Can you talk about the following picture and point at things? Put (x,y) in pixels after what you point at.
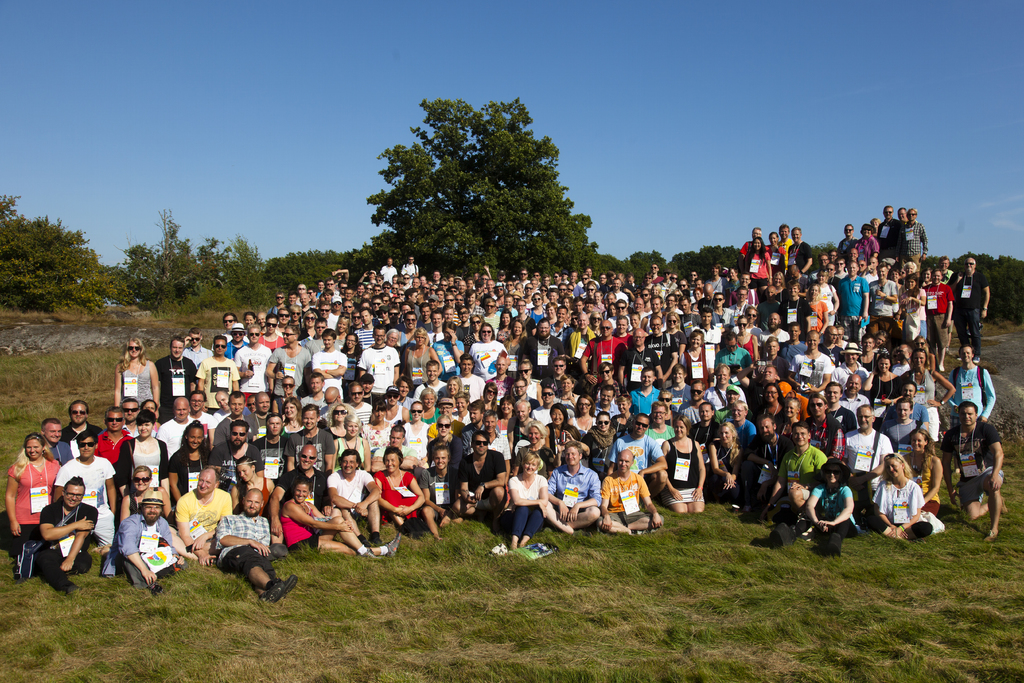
In this image, I can see a group of people (306,329) standing and sitting. This is the grass (580,635). These are the trees (257,249) with branches (369,263) and leaves (688,265). Here is the sky (328,93).
